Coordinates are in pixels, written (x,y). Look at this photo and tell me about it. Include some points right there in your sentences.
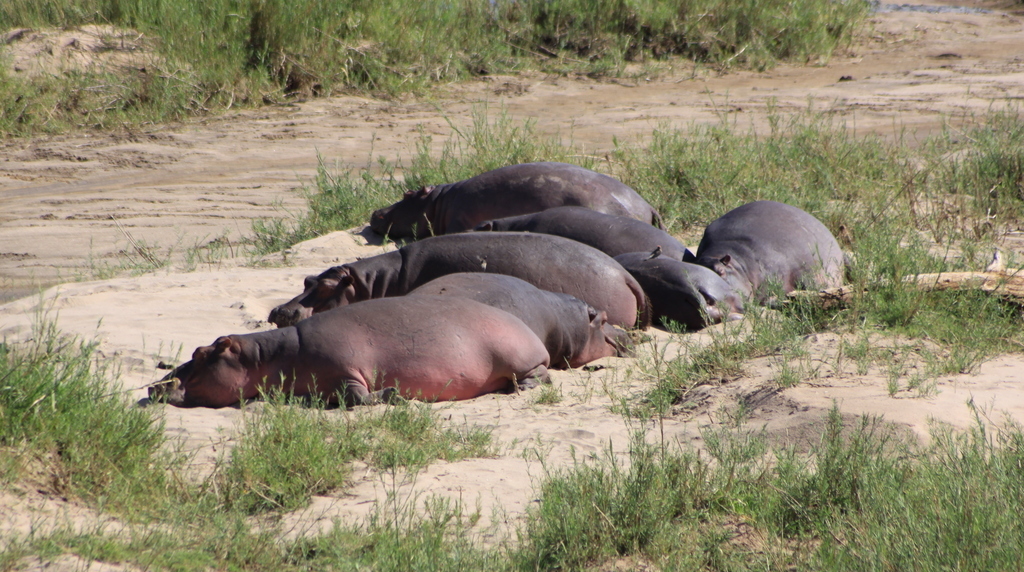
In the center of the image (481,318) some hippopotamus (438,271) are lying on the ground (575,80). At the top of the image (579,58) grass (598,62) is there. In the middle of the image (621,366) soil (557,376) is present.
